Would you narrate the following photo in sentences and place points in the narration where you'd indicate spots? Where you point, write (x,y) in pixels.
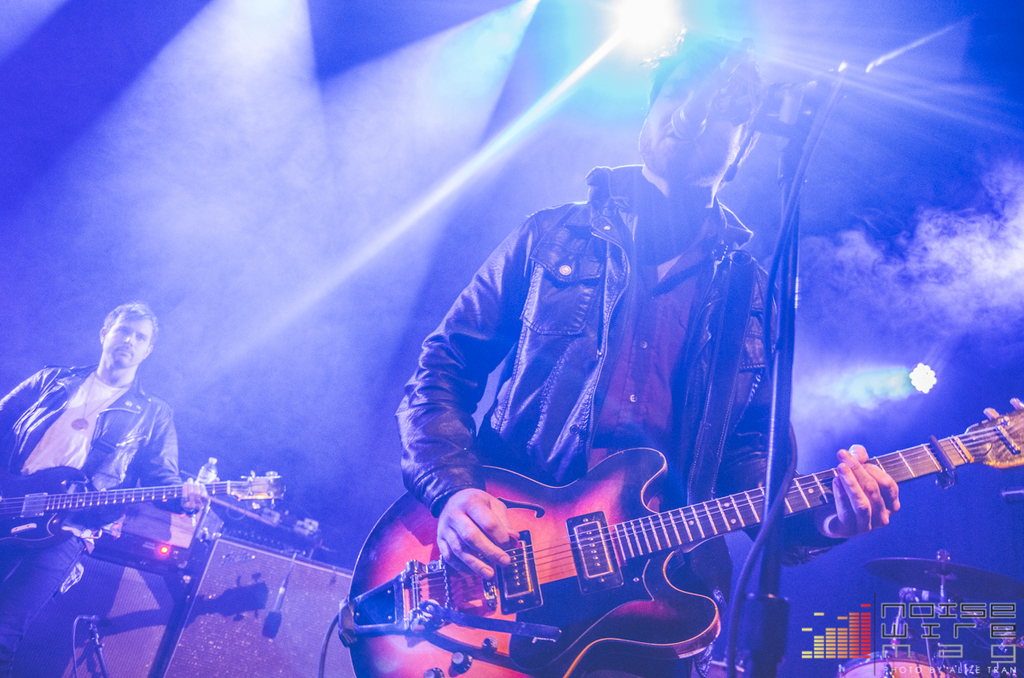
In this picture we can see two men (539,459) holding guitars (398,504) in their hands (833,511) and playing it and one is singing on mic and in background (276,551) we can see drums (914,668), mics (277,626), bottle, speakers (279,574), light (444,58), smoke (829,257).
